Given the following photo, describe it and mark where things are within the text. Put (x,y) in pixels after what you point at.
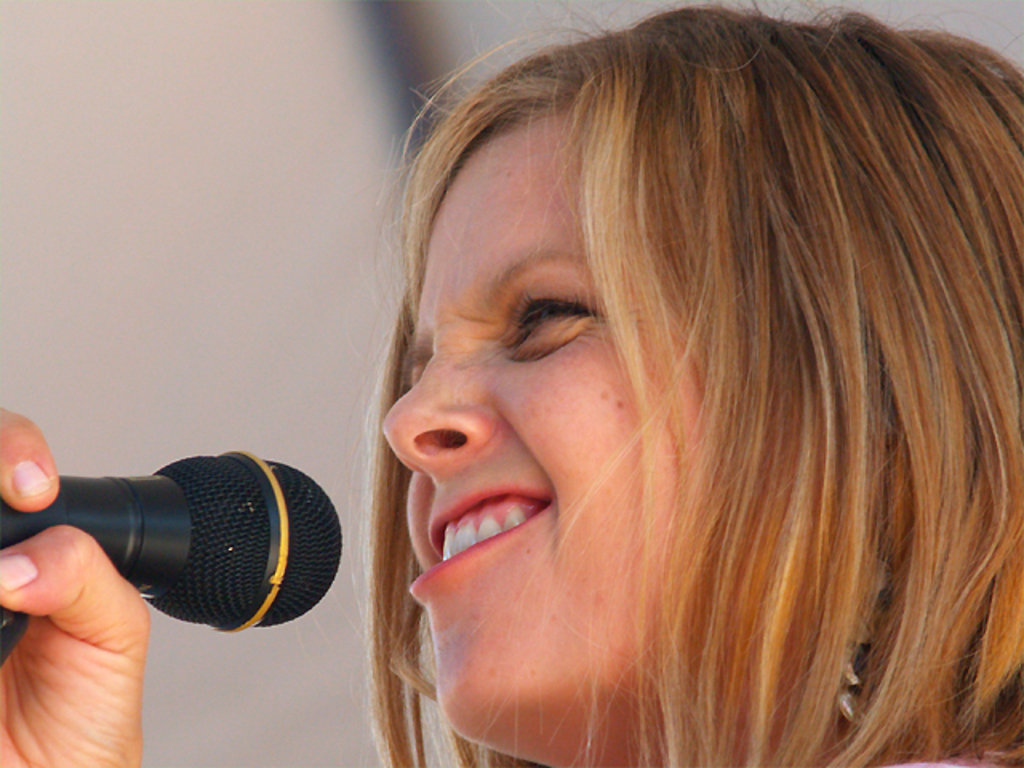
This woman (608,496) is holding a mic (281,520). Background (235,191) it is blur.
